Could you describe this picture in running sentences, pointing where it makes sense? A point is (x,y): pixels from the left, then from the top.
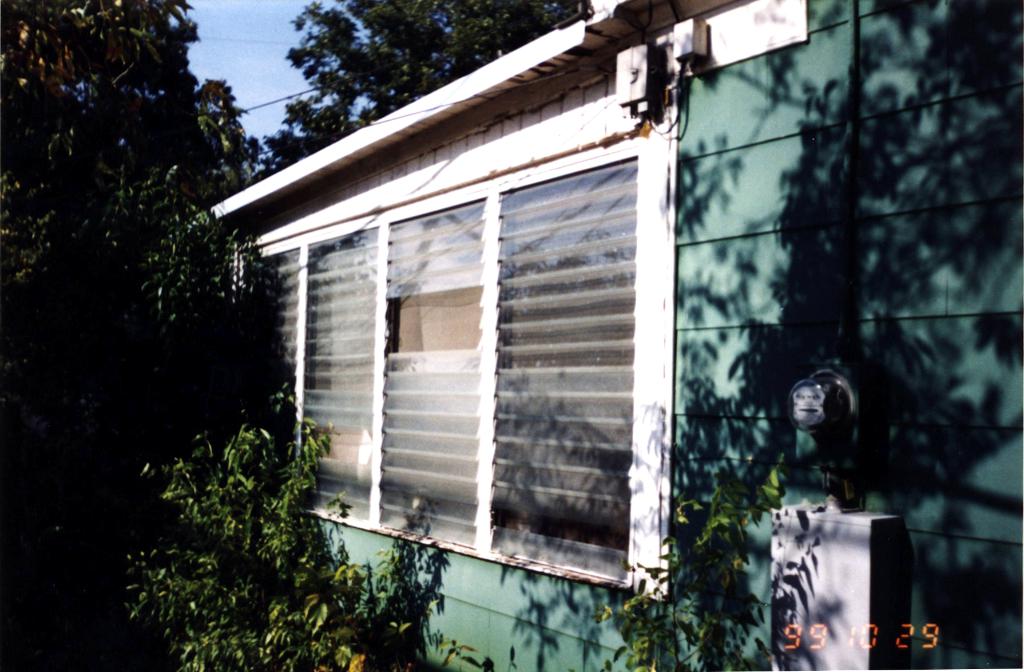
In this image I can see building (877,342) in green color. I can also see glass windows (523,301), background (241,46) I can see trees (66,168) in green color, sky (205,57) in blue color.
